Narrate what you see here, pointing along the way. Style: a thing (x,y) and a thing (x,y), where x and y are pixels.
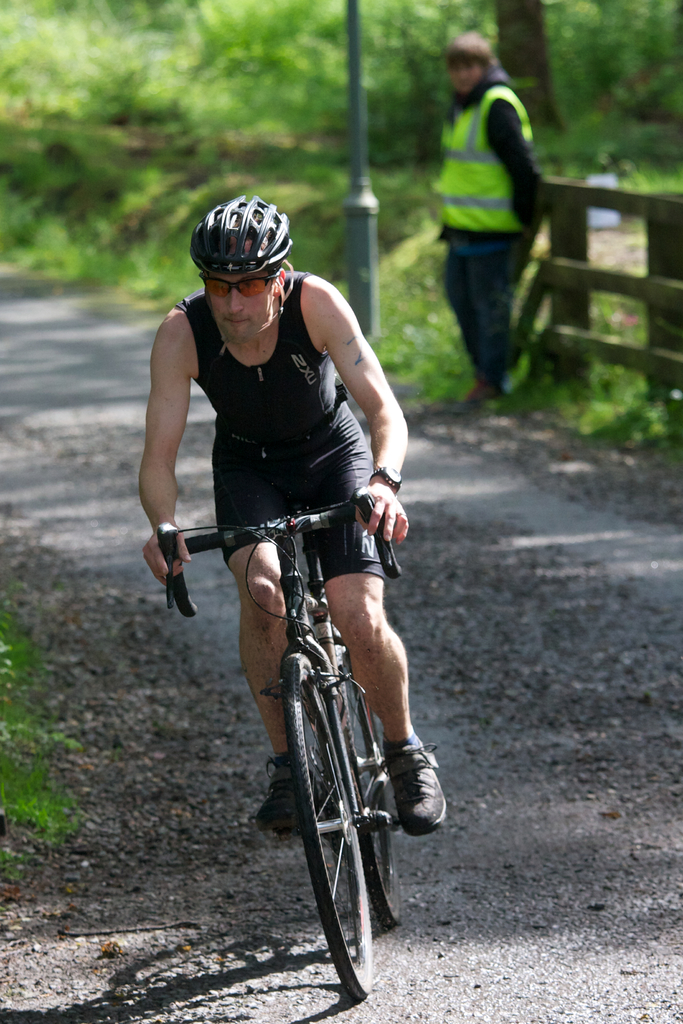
In the image we can see there is a man (289,439) who is sitting on bicycle (333,714) and wearing helmet (256,232). At the back (477,388) there is another person (480,244) standing.
